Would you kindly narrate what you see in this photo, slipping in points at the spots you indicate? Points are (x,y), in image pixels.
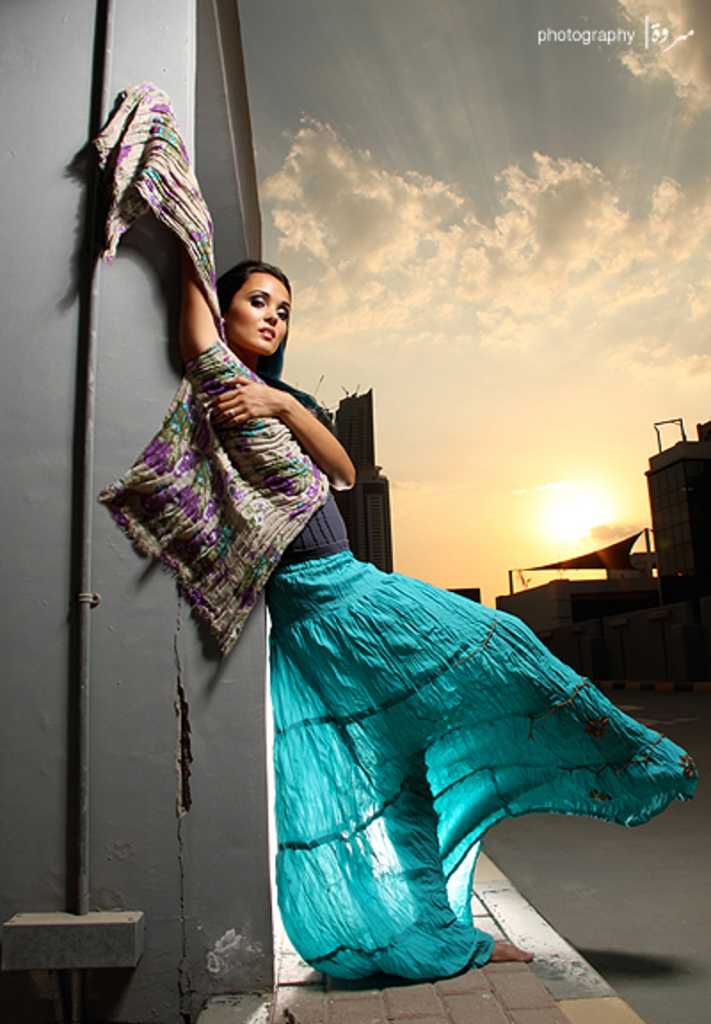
In the image we can see a woman (450,766) standing wearing clothes (398,697). Here we can see footpath (451,988), buildings (117,611), cloudy sky (436,233) and the sun (597,513). On the top right (672,28), we can see watermark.
